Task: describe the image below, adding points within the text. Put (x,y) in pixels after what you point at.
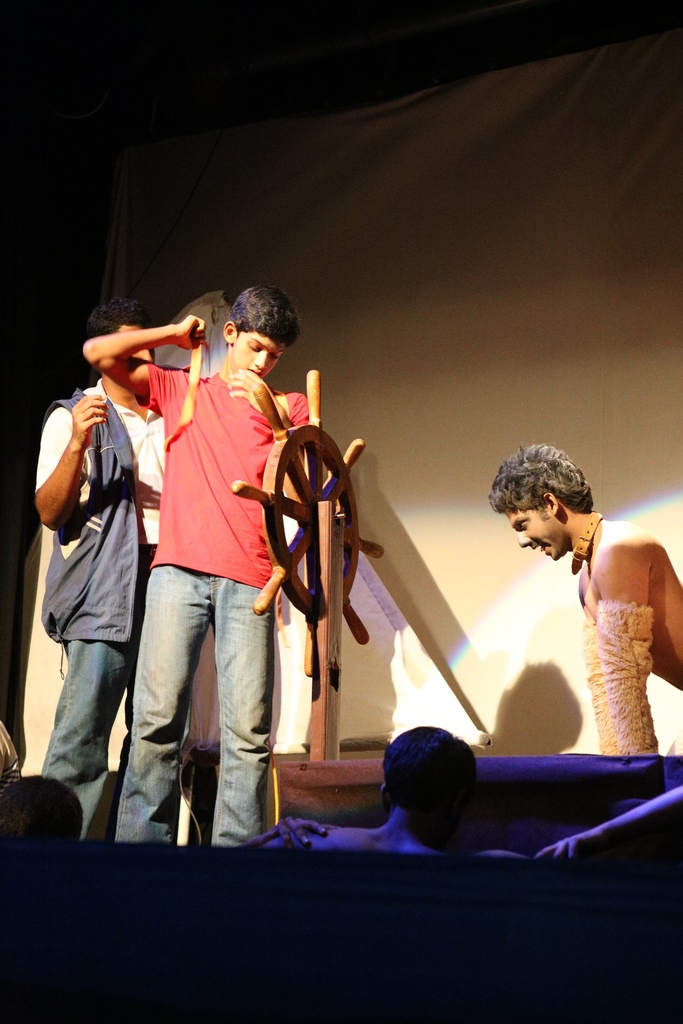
In the picture we can see two boys (90,551) are standing, one boy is holding a small stick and he is in a red T-shirt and front of him we can see a boat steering to the wooden pole (316,652) and a person (680,626) sitting beside it and smiling and in the background (597,316) we can see a wall (517,247), and in front of them we can see some people (264,837) are sitting and watching the play.
